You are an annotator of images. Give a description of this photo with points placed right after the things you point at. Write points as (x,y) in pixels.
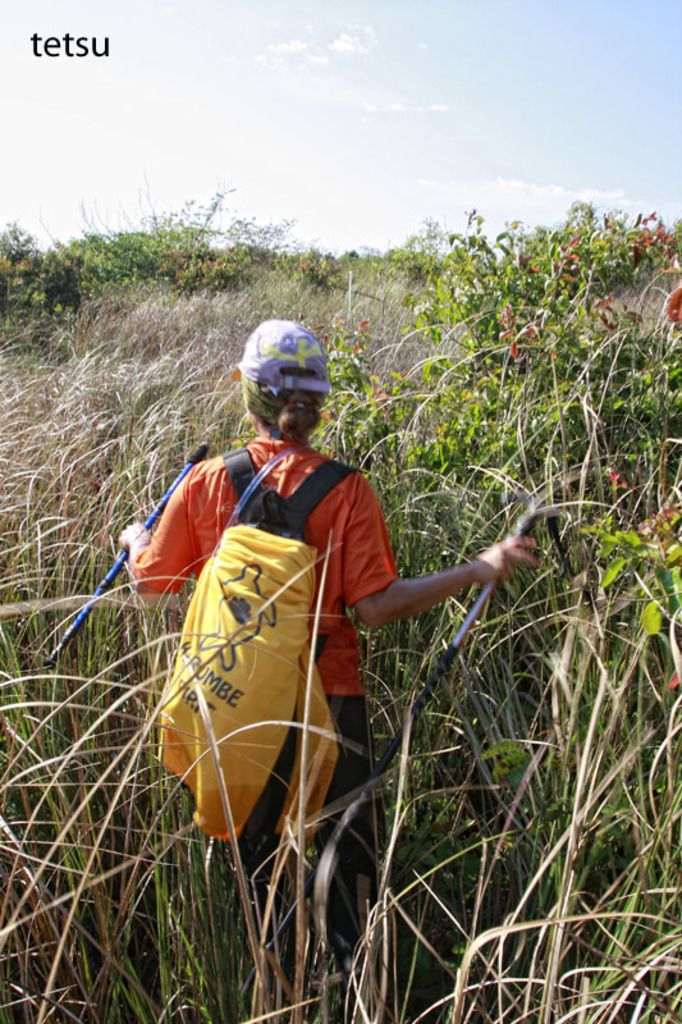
In this image we can see a woman (243,388) in the middle of the farm (126,635). She is wearing orange color t-shirt (347,523), purple cap (295,366), black pant (342,760) and carrying bag (295,570).
